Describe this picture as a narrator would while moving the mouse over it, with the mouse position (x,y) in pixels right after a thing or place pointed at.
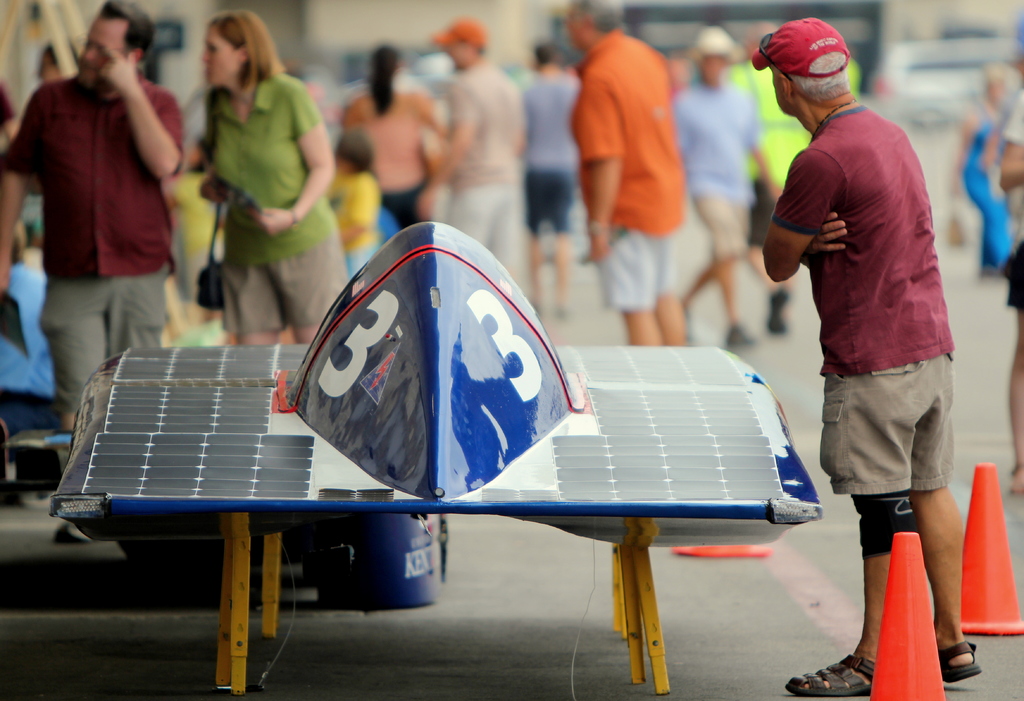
In the center of the image (390,274) there is a blue color object (331,415). In the background of the image (357,215) there are people (475,215). To the right side of the image (792,97) there is a person (841,66) standing folding hands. There are safety cones (902,570). At the bottom of the image (444,670) there is floor (97,665).
